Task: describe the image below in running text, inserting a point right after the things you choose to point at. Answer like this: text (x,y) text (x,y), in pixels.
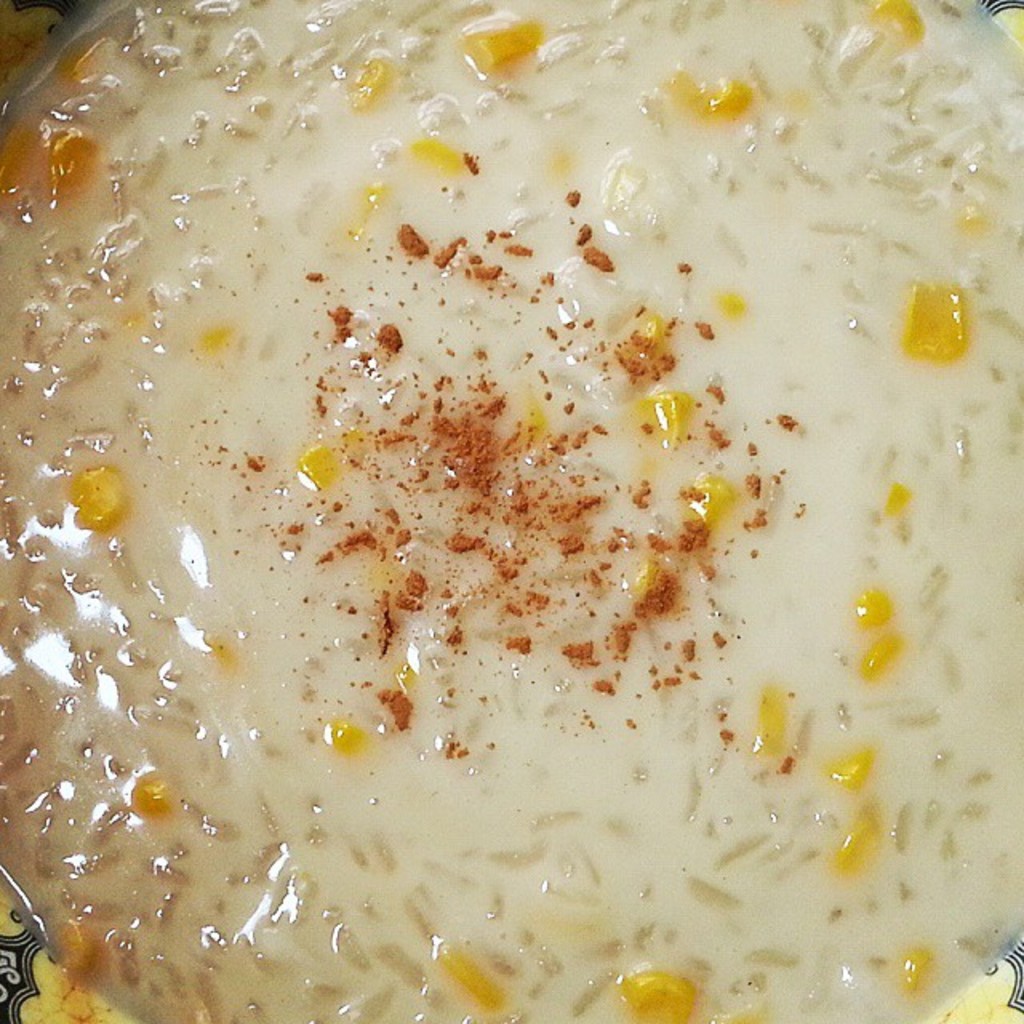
In this image, we can see some food item (653,825) in an object (59,993).
